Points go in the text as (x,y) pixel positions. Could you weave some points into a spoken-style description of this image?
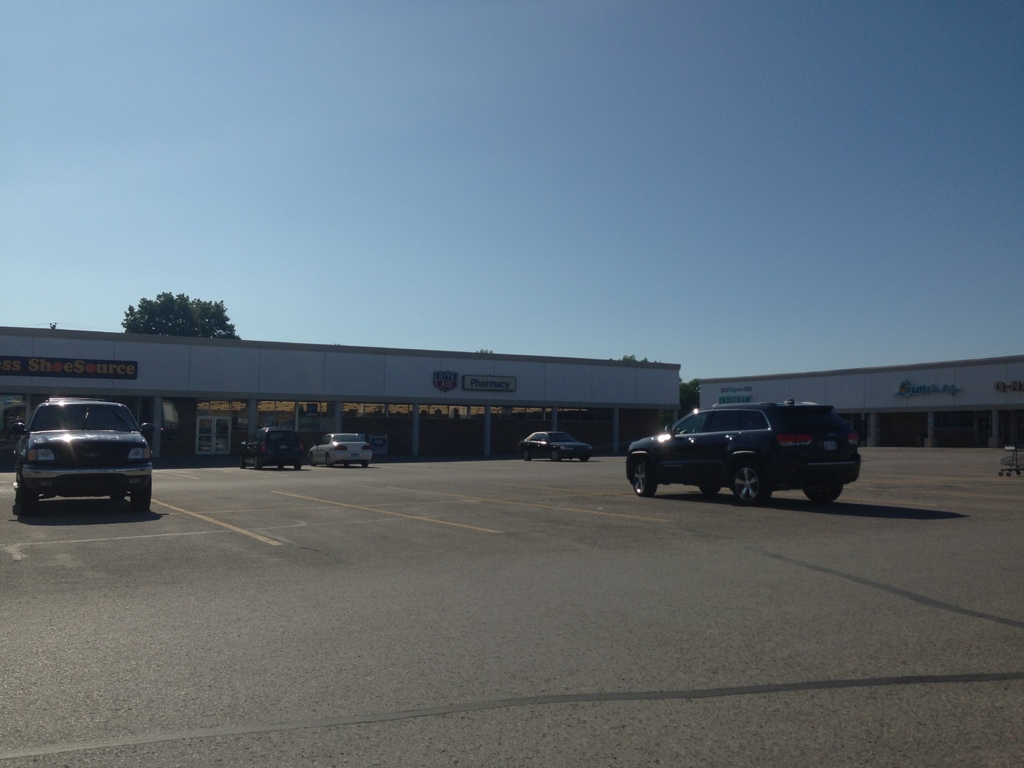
In this image we can see the vehicles (859,469) on the path (537,518). We can also see the buildings (512,422) and trees (147,307). Sky (507,345) is also visible in the background (625,156).
